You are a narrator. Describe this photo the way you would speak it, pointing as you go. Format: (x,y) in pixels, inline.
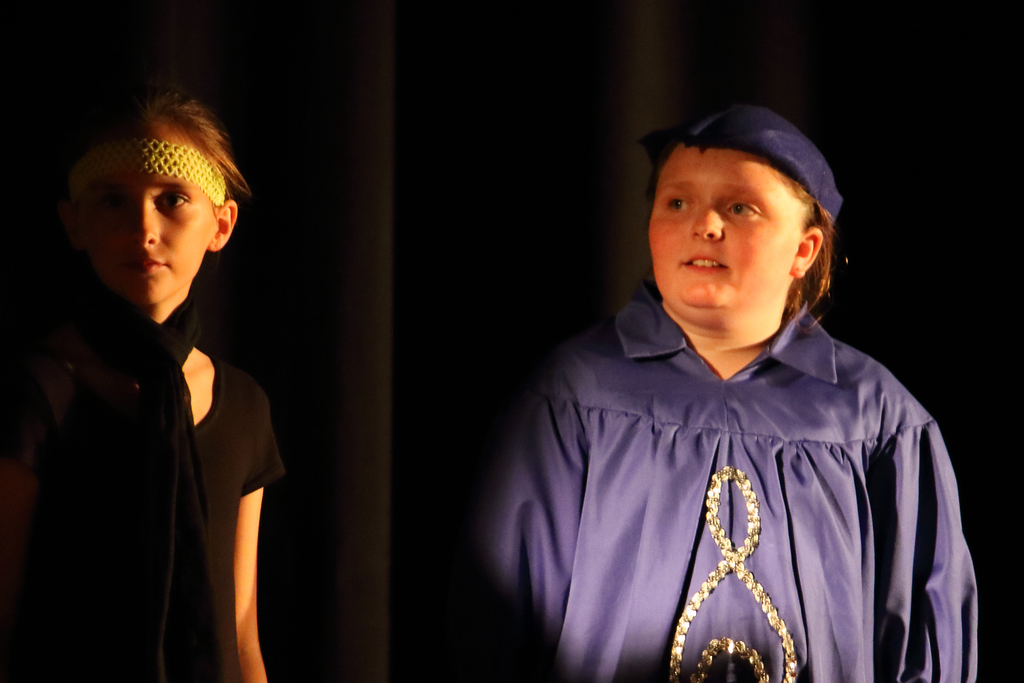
In the foreground of the picture (678,352) there are two kids (221,435). On the left (138,535) the kid (142,505) is wearing black dress (131,585). On the right (721,514) the kid (725,462) is wearing violet dress (647,440).
